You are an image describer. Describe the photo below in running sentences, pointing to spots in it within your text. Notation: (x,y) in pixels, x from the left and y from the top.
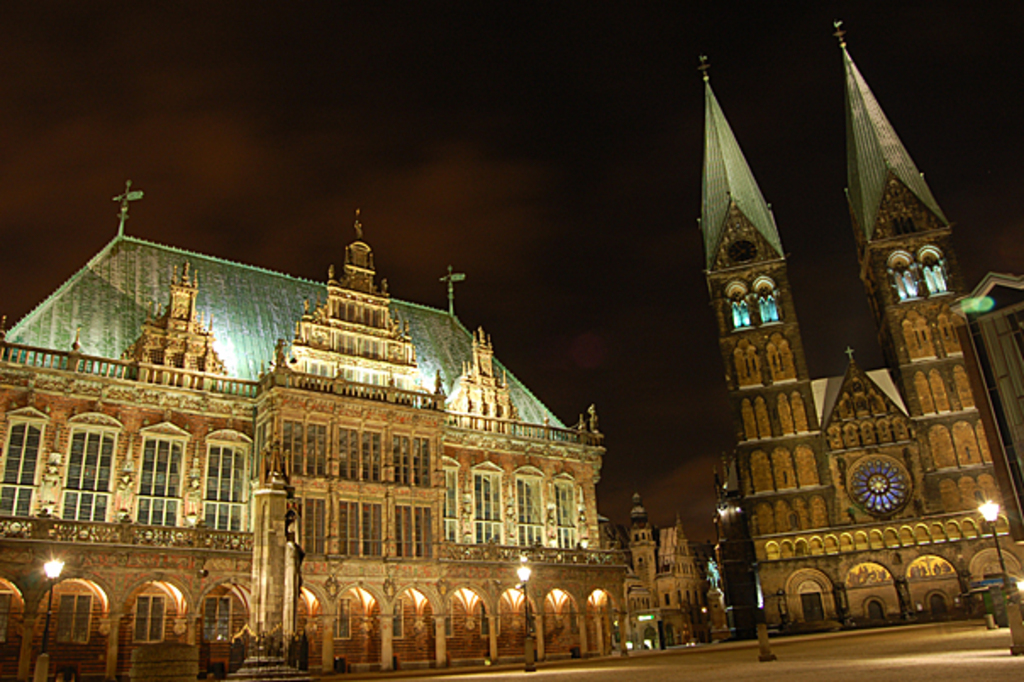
In this picture, we see a church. Beside that, we see a building (208,490). Beside the church (785,465), we see street lights (982,509). At the bottom of the picture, we see the floor (311,673) and street lights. At the top of the picture (275,118), it is black in color. This picture is clicked in the dark.
